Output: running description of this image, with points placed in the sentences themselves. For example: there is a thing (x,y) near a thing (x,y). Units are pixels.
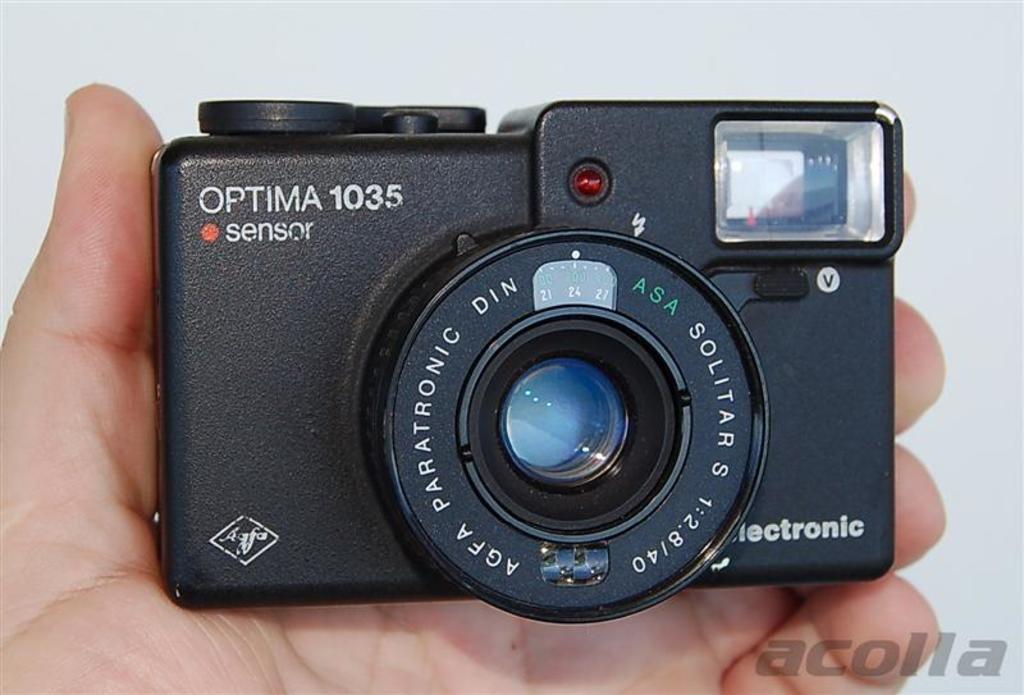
In this image there is a person (899,655) holding a camera (524,332), and there is a watermark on the image.
